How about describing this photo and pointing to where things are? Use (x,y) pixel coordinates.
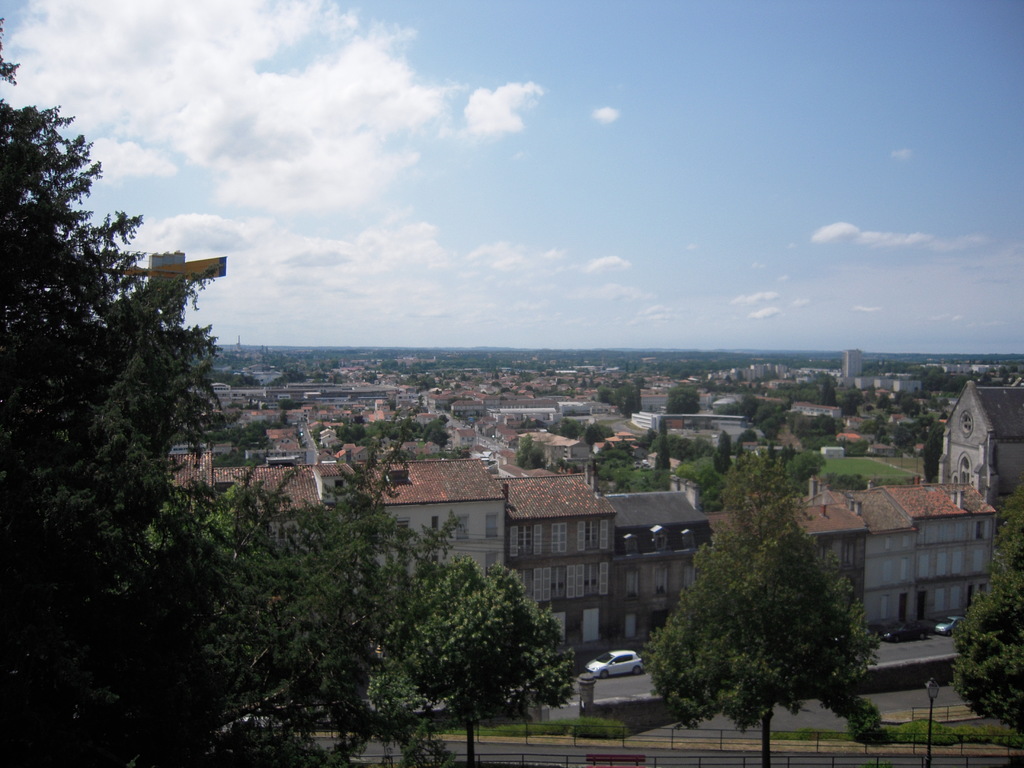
In this image, on the left side (146,287), we can see some trees (99,426). In the middle of the image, we can also see some trees (781,695). On the right side (1016,523), we can also see a tree (1002,530). In the background (620,666), we can see a metal fence (613,730), car (597,671) which is placed on the road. In the background (630,639), we can also see some buildings (457,530), window (960,528), houses (472,531), trees (925,399), mountains (868,358). At the top (560,34), we can see a sky (528,5) which is a bit cloudy, at the bottom (650,684), we can see a road (902,647).
